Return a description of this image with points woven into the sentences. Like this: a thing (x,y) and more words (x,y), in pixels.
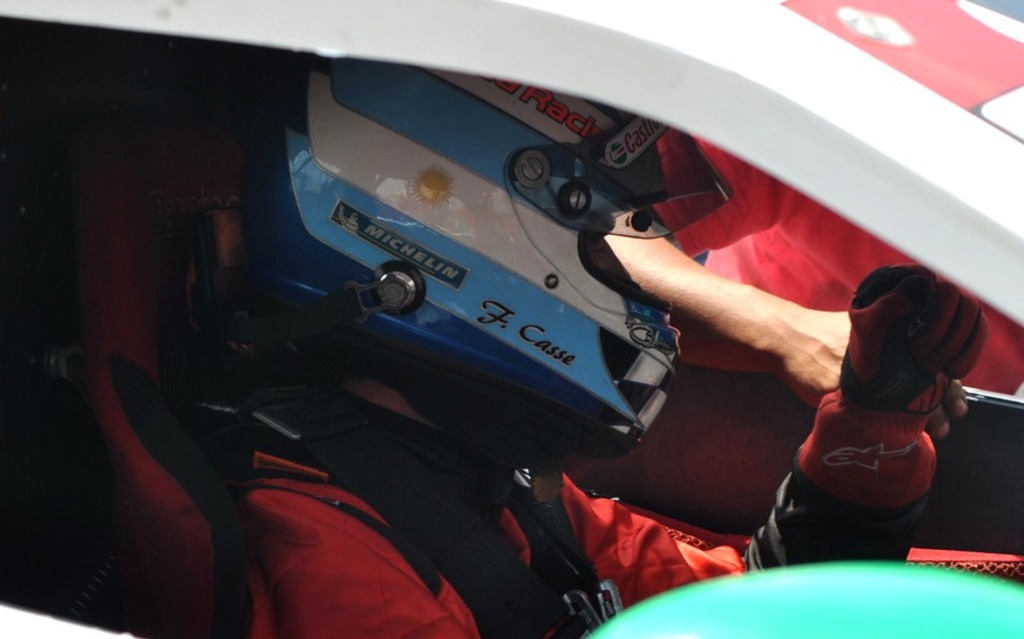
In this image at front (225,601) there is a person (420,391) sitting inside the car (898,61). He was wearing the helmet (433,268). Beside the car (695,421) there is another person (753,180).
